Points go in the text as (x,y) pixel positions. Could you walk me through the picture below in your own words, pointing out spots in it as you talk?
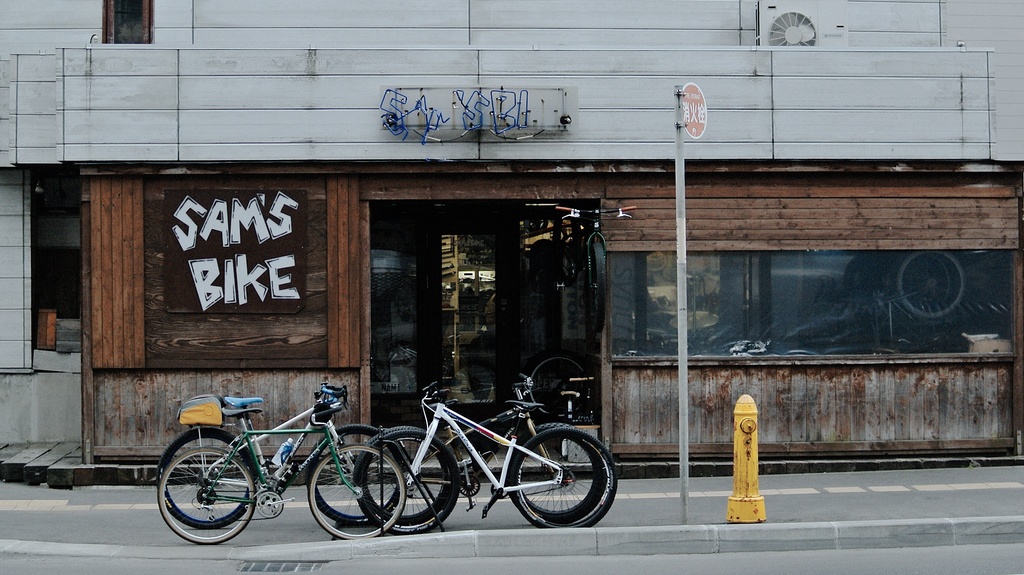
In the image it looks like there is a store (164,288) and in front of the store (171,426) there are cycles (386,454), a pole (682,488) and a fire hydrant (757,461).
